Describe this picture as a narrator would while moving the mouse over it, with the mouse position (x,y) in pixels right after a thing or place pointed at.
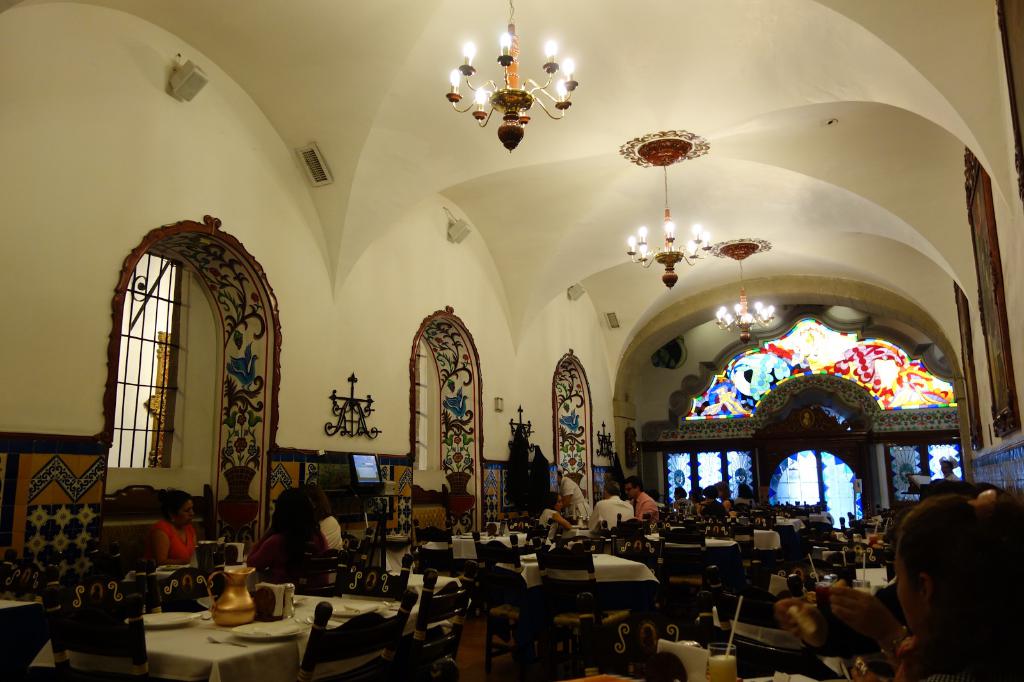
In this image we can see a group of people (184,552) sitting on chairs (198,601). In the foreground (202,651) we can see a jug (230,614) and some plates (259,630) placed on the table (190,626). On the left side of the image (240,511) we can see a screen (368,473) and three arches (278,409) with windows (136,385). To the right side of the image (1021,193) we can see photo frames (1009,390) on the wall (977,468). In the background (949,472), we can see a person (581,496) standing, stained glass (757,376) on the wall (902,429).
